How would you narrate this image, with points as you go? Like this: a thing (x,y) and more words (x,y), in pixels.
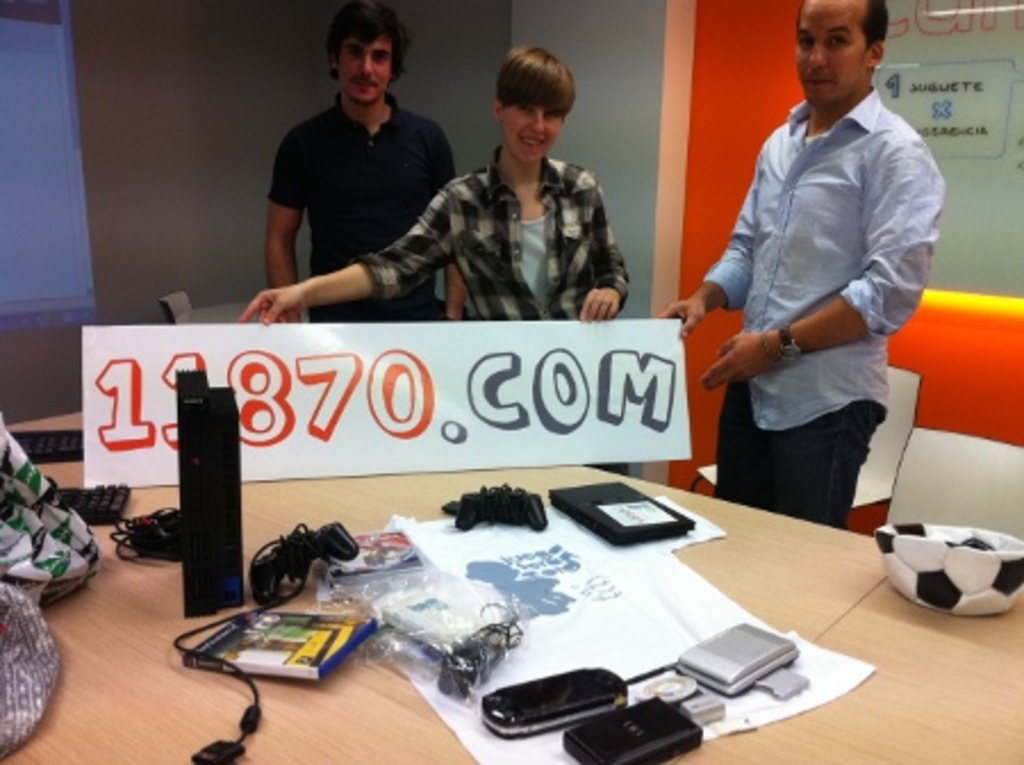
In this picture there are three persons (466,240) standing behind the table (334,487). There are books (308,673), wires (254,712), devices (651,725), ball (977,536), bag (81,569), keyboards (61,435) on the table (744,515). At the back (38,171) there is a screen (61,210).
